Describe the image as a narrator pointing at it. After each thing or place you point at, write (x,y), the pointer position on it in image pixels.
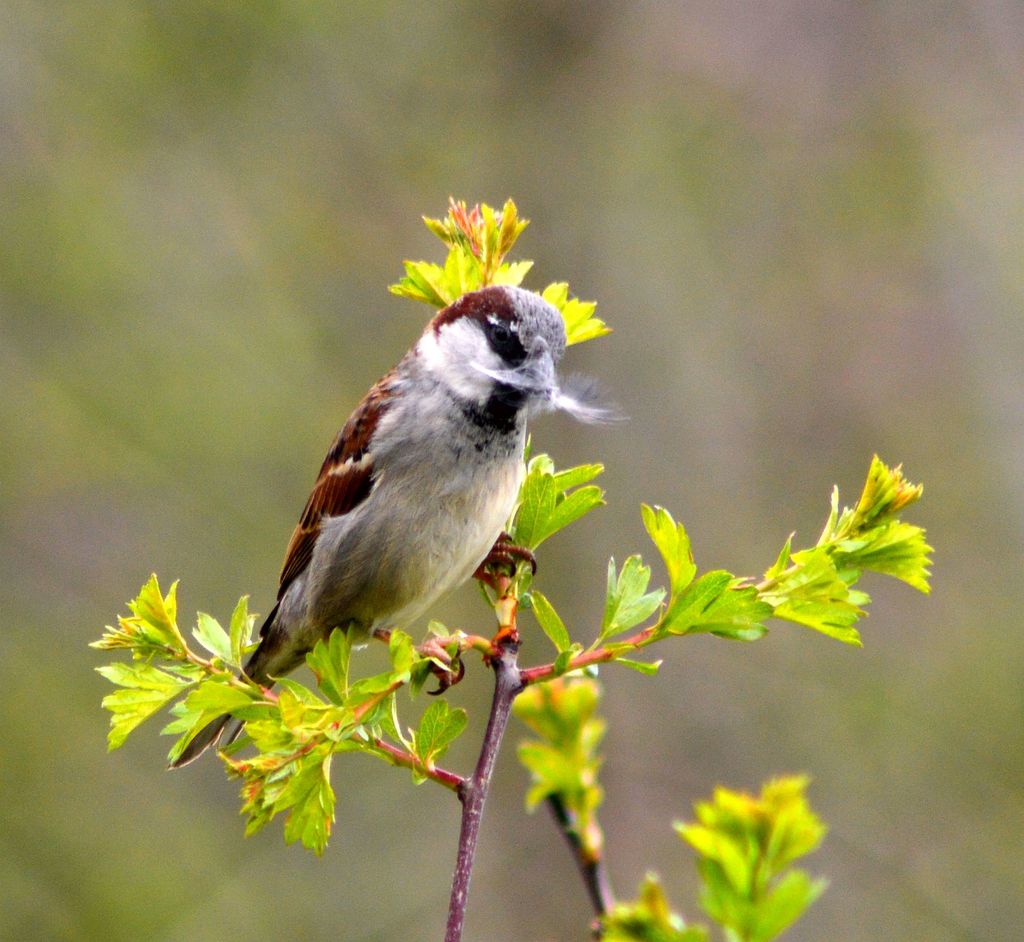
In the picture I can see bird (388,480) is sitting on the plant (451,725).
